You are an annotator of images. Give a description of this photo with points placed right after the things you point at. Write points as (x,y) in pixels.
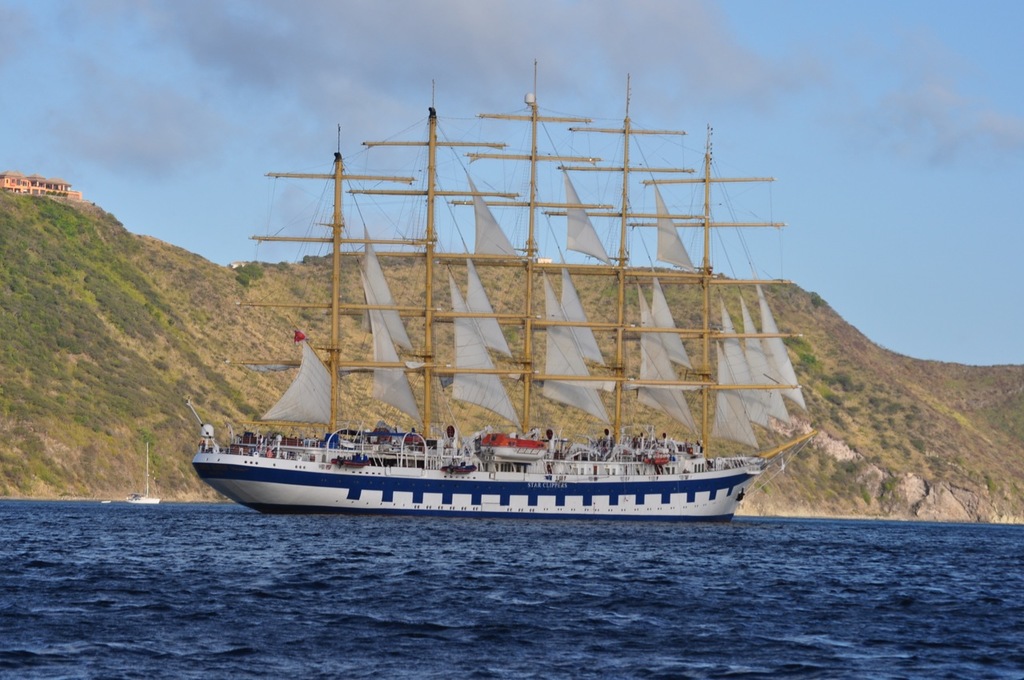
In the middle of this image (427,434), there is a ship (746,349) in white and blue color combination on the water (598,533). Beside this ship (264,511), there is a white color boat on the water (151,505). In the background (155,490), there are trees (250,265), buildings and plants (114,302) on a mountain (930,382) and there are clouds (134,95) in the blue sky (187,98).
